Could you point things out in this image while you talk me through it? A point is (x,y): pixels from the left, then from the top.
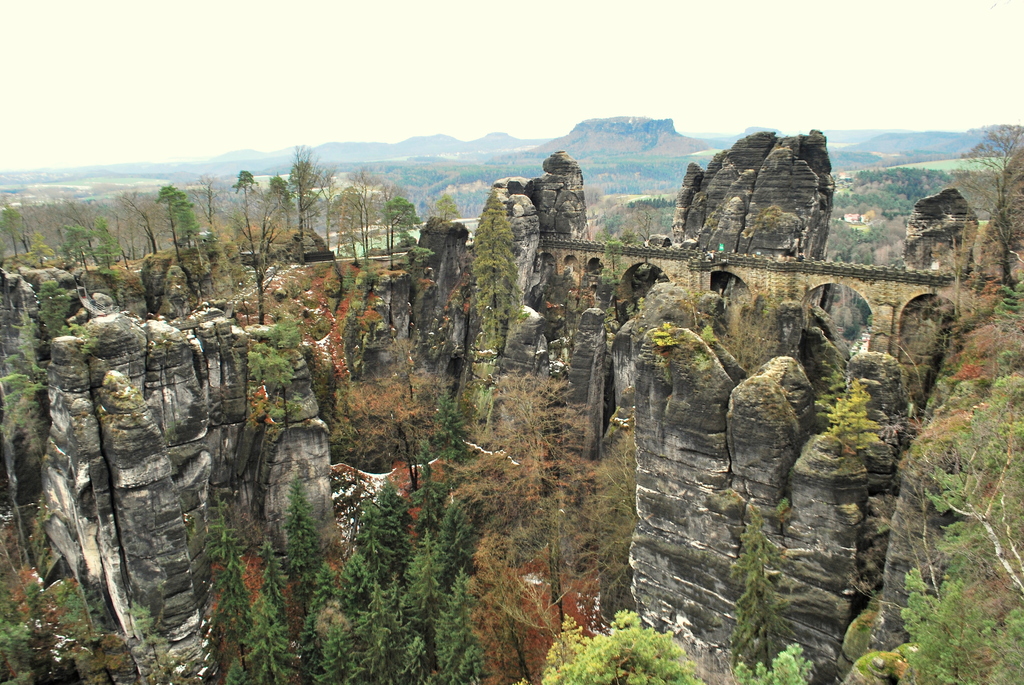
This is a top view of an image where we can see the rocks (103,476), trees (990,270), bridge (879,332), hills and the sky (380,73) in the background (397,144).
